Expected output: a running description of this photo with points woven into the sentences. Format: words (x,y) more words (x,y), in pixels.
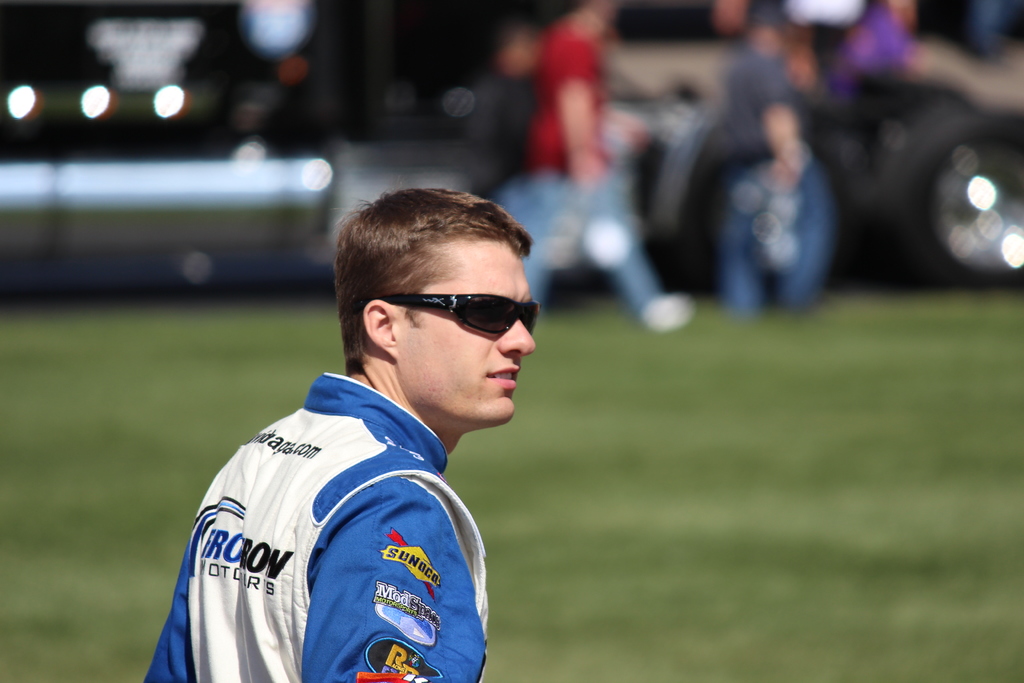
In this image I can see the person (330,533) with the blue and white color dress (329,564) and also goggles (473,317). I can see the person (388,356) is on the ground (624,600). In the background (617,210) I can see few more people (571,230) and some objects (415,166). But the background (415,12) is blurred.
